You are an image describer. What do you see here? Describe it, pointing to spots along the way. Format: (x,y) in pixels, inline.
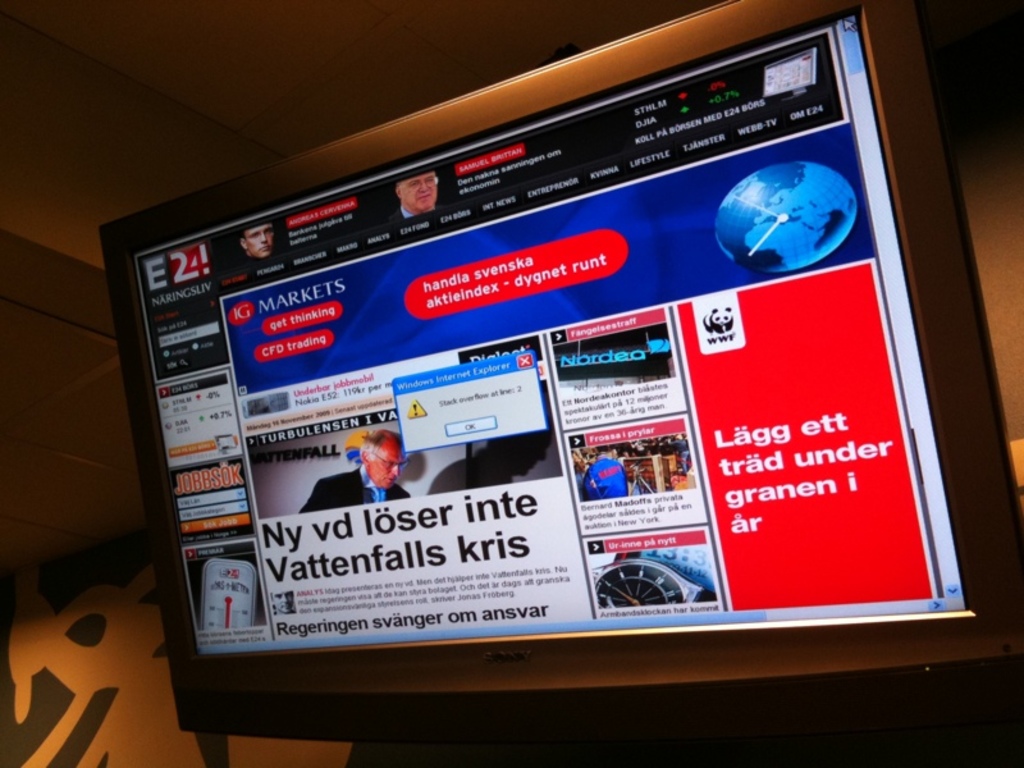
In this picture we can see a screen (789,92) with some information (304,421) and a popup alert message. In the background (258,749) we can see the wall (248,740).
